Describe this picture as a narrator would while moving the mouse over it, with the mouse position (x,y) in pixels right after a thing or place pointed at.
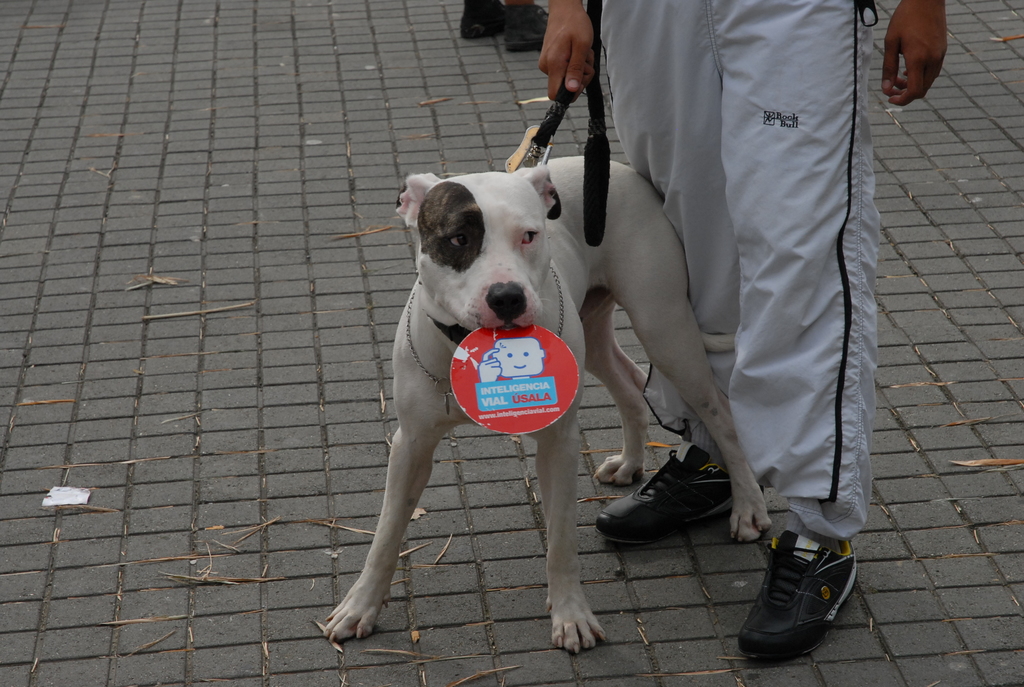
In the picture we can find a person (784,307) holding a dog (454,232). person (791,295) is wearing a black shoe (714,477) and track pant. And the dog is in white color it is holding something its mouth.
